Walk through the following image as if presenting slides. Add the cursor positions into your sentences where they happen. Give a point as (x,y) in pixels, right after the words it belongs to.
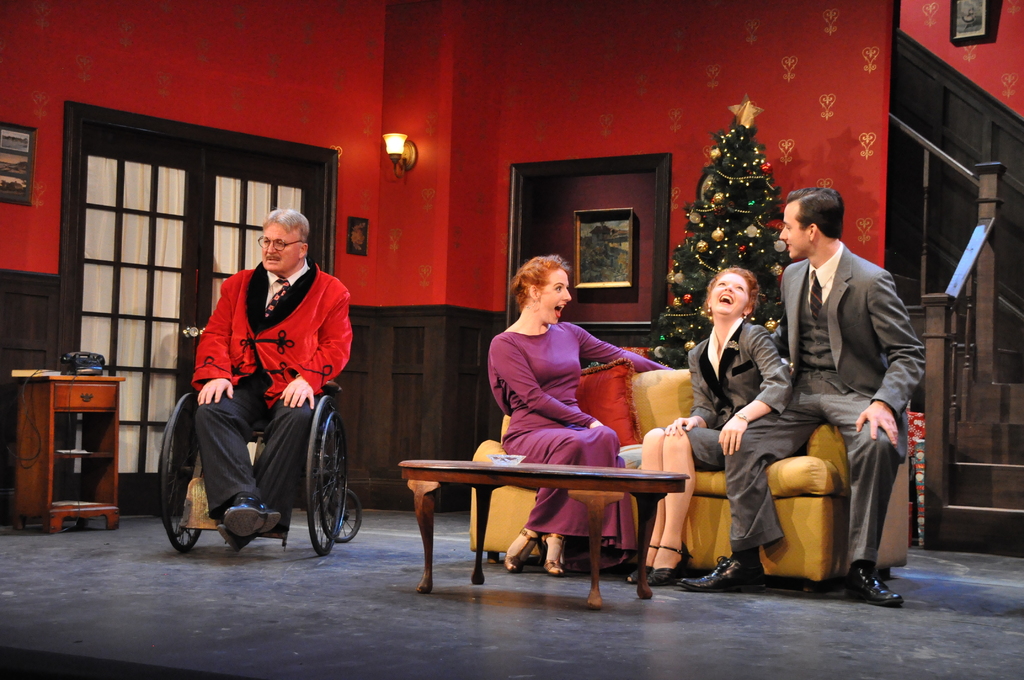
In the foreground of this image (875,500), there is a table (600,540), few people (834,381) sitting on the couch (834,477) and a man (257,401) sitting on the wheel chair (311,487). In the background (325,183), there is a door (233,198), few frames (18,167) and a lamp (399,151) on the wall (707,40), stairs (963,474) and the Xmas tree (724,216). At the bottom (478,619), there is the floor (441,621).
